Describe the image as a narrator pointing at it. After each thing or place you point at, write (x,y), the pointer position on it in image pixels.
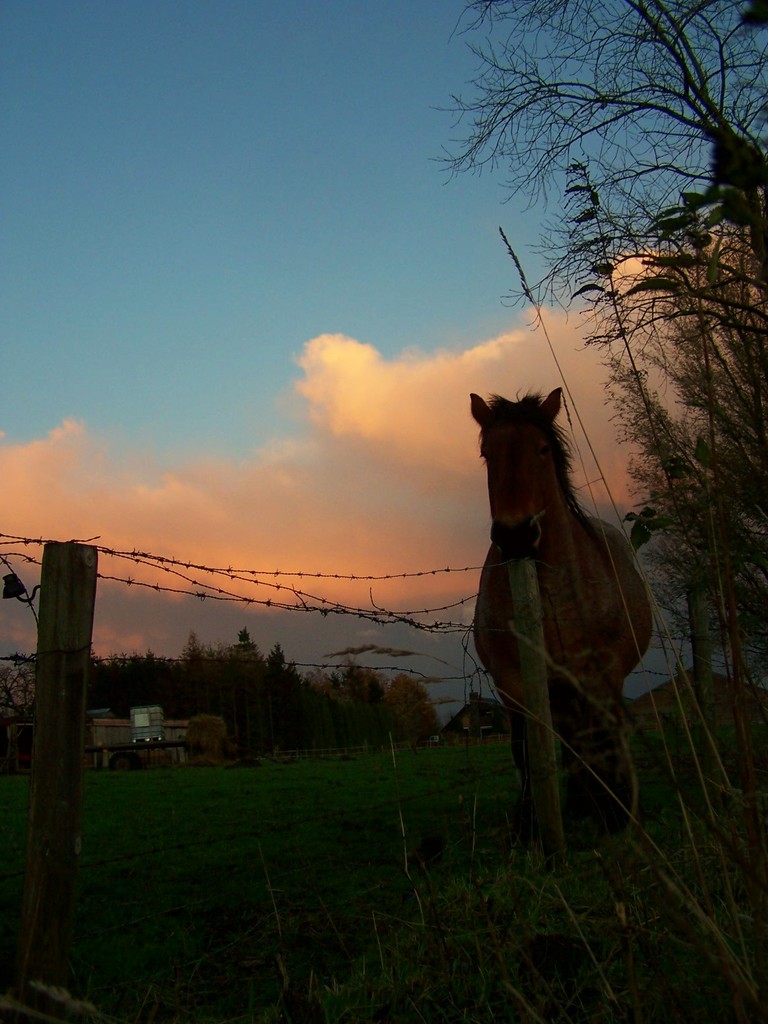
In this image, we can see a horse (578,608) is standing near the pole fencing (78,702). At the bottom (444,808), we can see grass (447,910), few plants (737,857). Background (485,334) there are so many trees (765,494), house (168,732) and cloudy sky (356,478).
